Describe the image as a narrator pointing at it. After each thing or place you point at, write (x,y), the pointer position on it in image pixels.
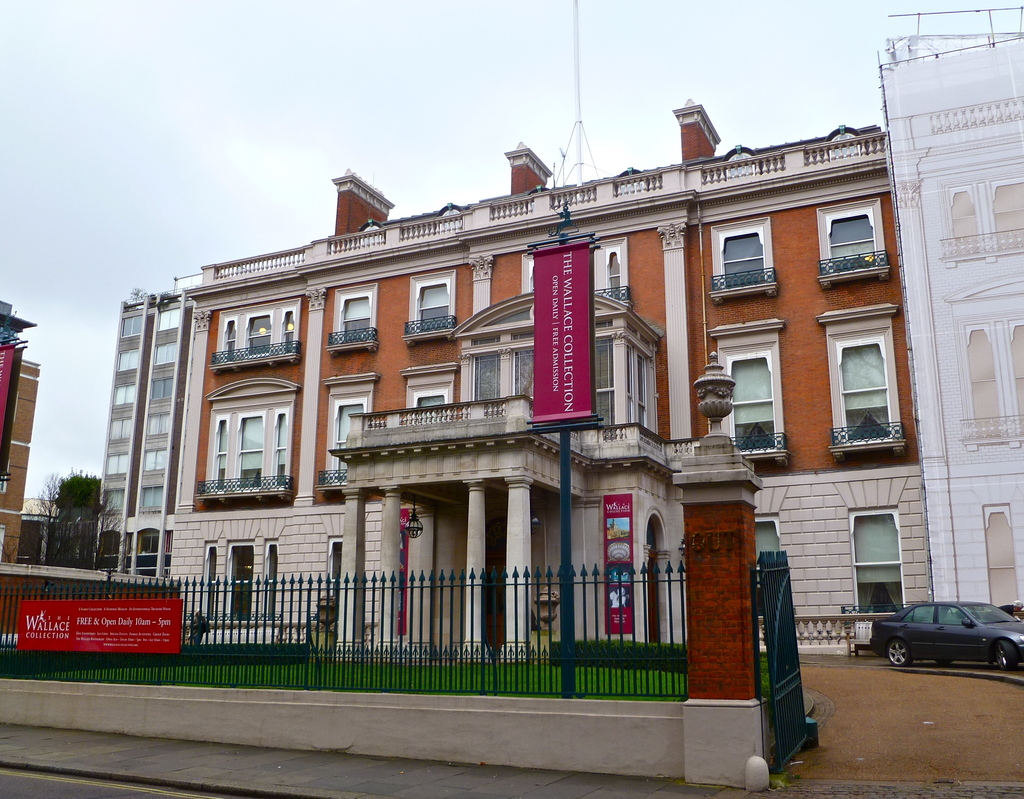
In this image there is a building (851,228), the building (314,384) has windows (257,452), pillars (469,540) and doors (488,548). In the foreground of the picture (414,621) there is railing (370,657), grass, hoarding (556,399) and gate (784,661). On the right (985,634) there is a building (994,305) and a car (955,624). On the left (79,519) there are trees (77,501) and building (10,478). Sky (343,87) is cloudy.
